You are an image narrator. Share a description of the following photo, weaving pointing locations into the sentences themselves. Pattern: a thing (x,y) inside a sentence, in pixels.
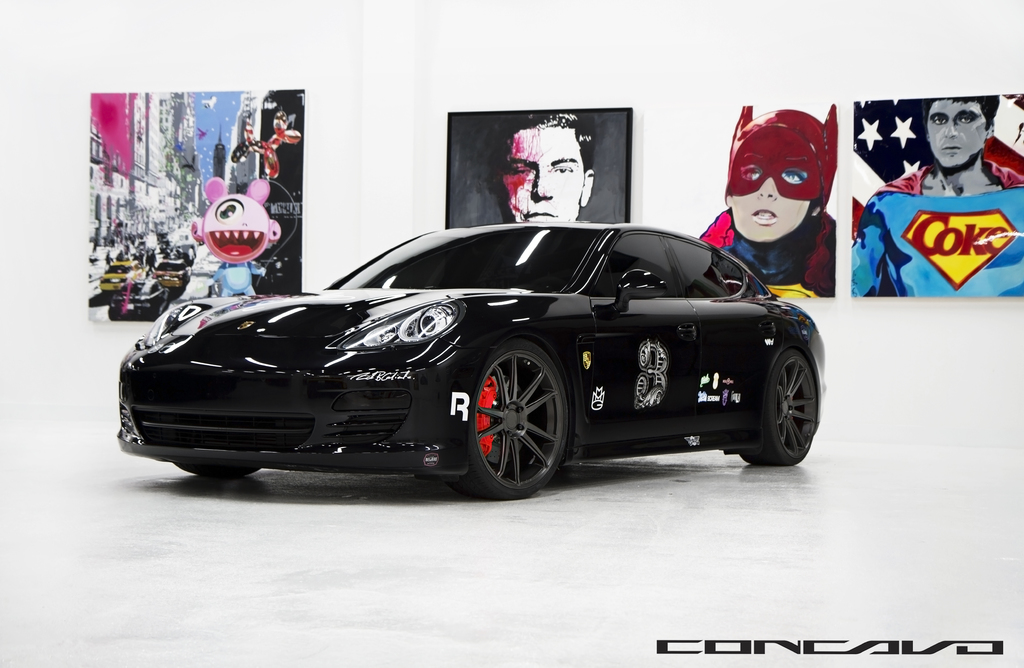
In this picture there is a black color Porsche sports car (559,277). Behind there are some cartoon posters (706,228) and on the bottom side of the image (701,645) there is a small logo (965,651) written on it.
